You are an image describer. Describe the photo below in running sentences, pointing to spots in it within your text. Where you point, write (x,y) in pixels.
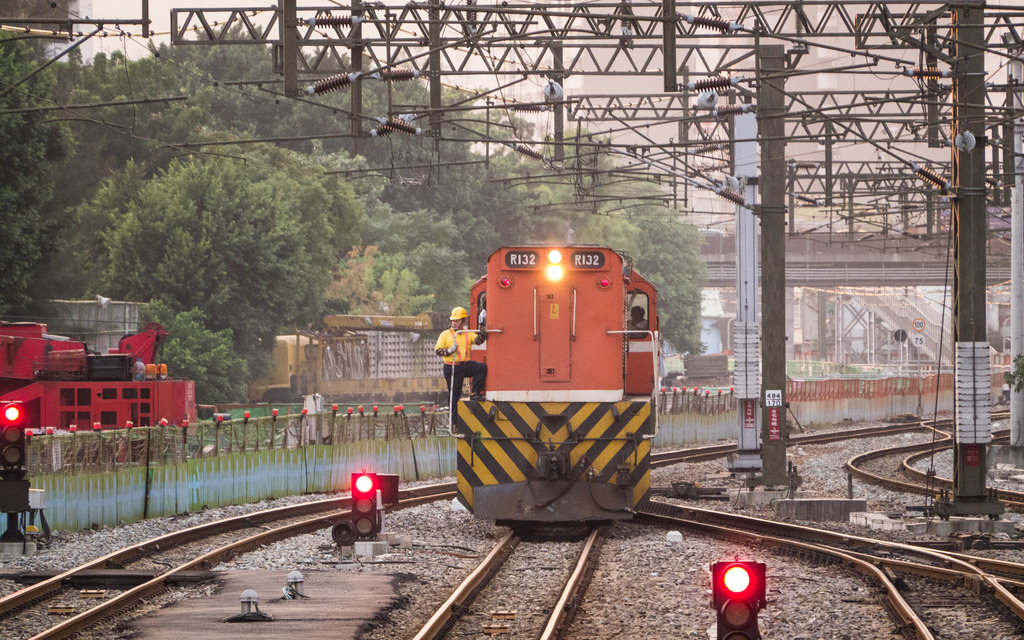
In this picture there is a train (593,518) in the center of the image (644,305) and there is a red vehicle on the left side of the image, there are tracks (511,527) and traffic lights (720,616) at the bottom side of the image (555,576) and there is a boundary (44,441) behind the train (647,385), there are poles (739,136) in the image and there are houses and trees (56,267) in the background area of the image (596,219).
